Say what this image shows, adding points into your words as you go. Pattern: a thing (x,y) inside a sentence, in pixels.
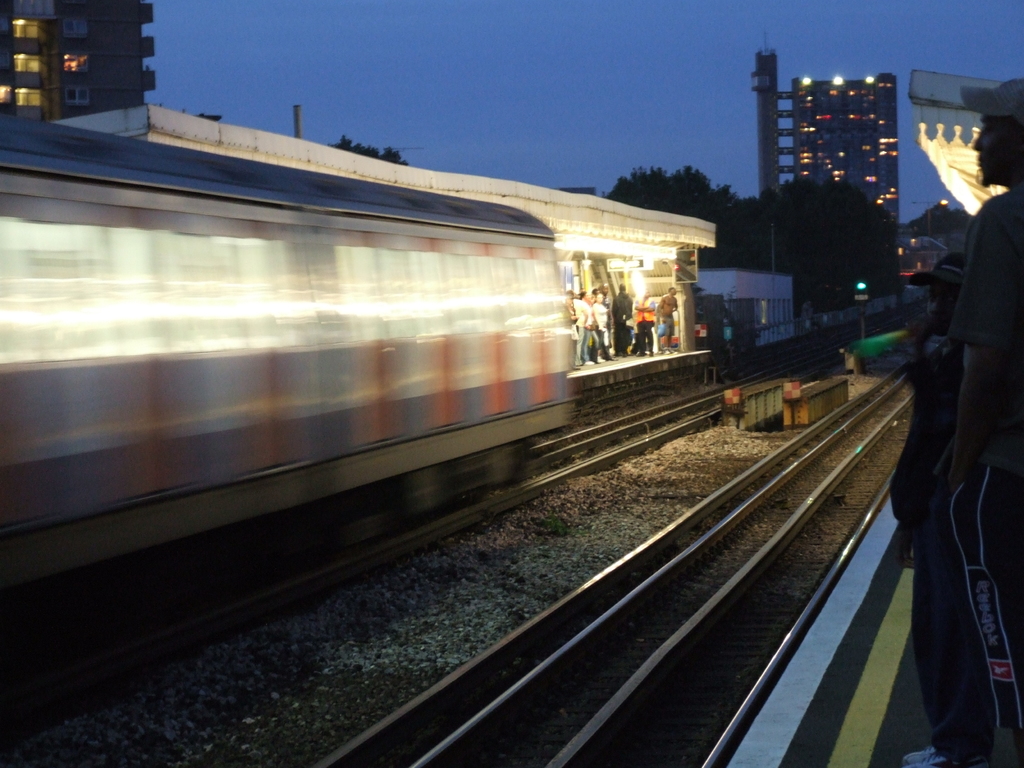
In the image in the center (497,284) we can see one train (301,531) and railway tracks (557,675). In the background (570,207) we can see the sky (453,48), trees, buildings (36,45), lights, poles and few people (1009,331) are standing.
